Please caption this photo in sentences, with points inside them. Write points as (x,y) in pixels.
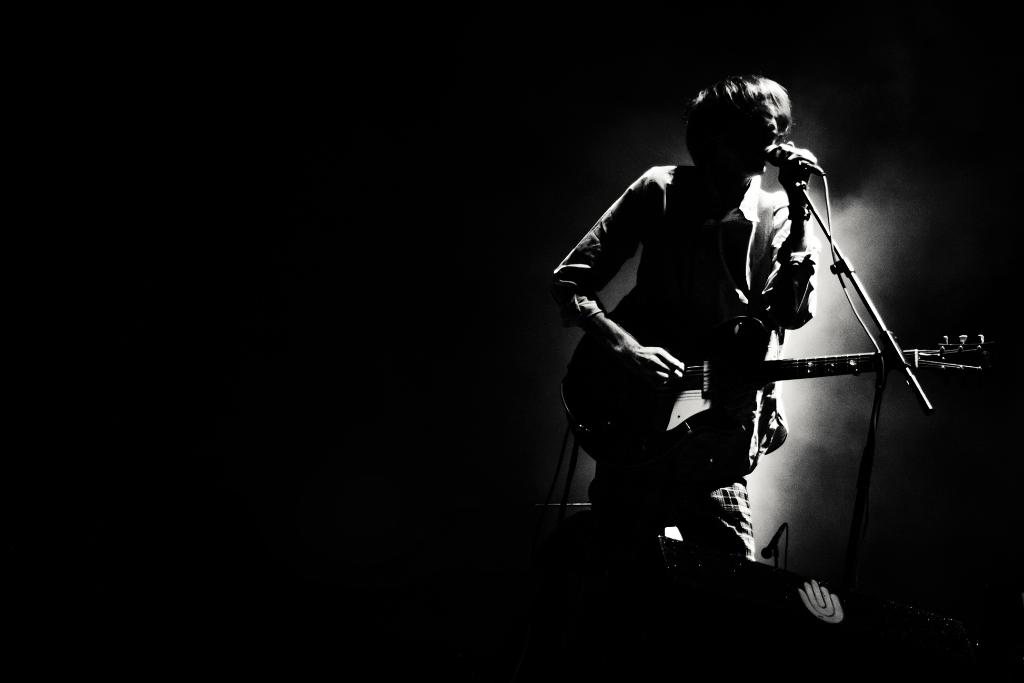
In the right (707,212) a person (748,164) is standing and singing a song in mike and playing a guitar (664,411). The background (843,426) is dark in color. Behind that lights (827,432) are visible. This image is taken in a dark place.
